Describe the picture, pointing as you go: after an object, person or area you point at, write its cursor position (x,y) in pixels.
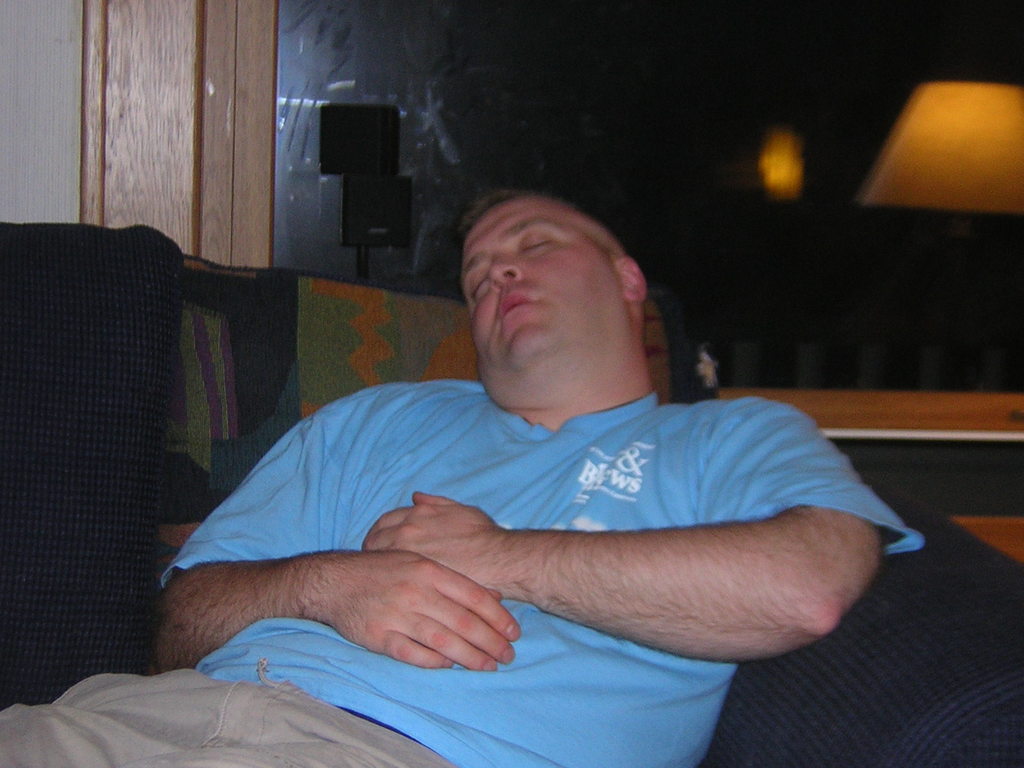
In this picture I can observe a person (466,509) sleeping in the middle of the picture (475,456). He is wearing blue color T shirt (377,466). The background (703,154) is dark.
